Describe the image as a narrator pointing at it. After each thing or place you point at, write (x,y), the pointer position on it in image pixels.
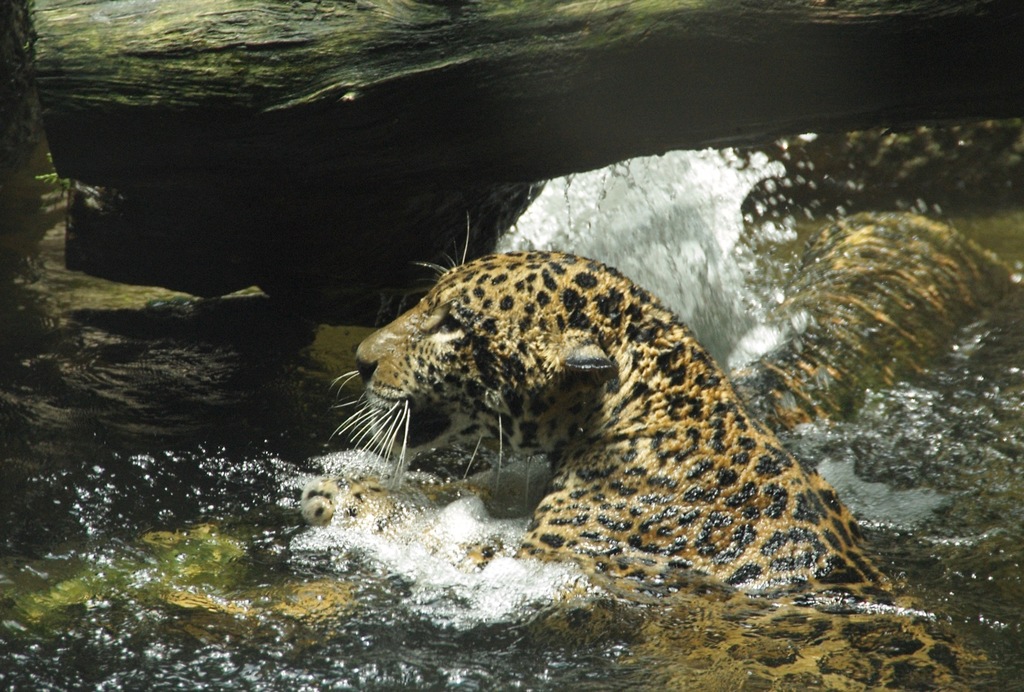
In this picture we can see a leopard (652,456) in water (374,559). We can see a branch (421,53) of a tree (171,169) on top (159,122). There is another leopard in water (997,638).
